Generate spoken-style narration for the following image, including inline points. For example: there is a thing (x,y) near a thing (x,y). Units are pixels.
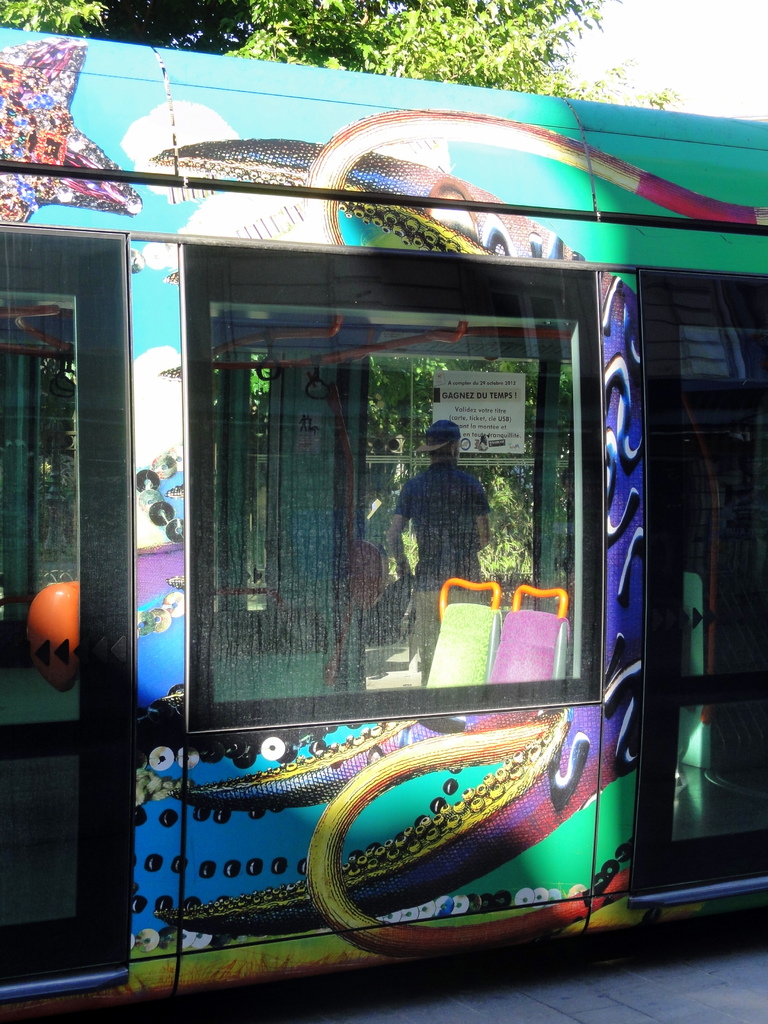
In this image I can see a vehicle (728,205) in the front (444,527) and in it I can see two seats (462,644), a white colour board (455,378) and one person (442,500) is standing. On the board (487,415) I can see something is written and in the background (376,12) I can see a tree (348,15).
